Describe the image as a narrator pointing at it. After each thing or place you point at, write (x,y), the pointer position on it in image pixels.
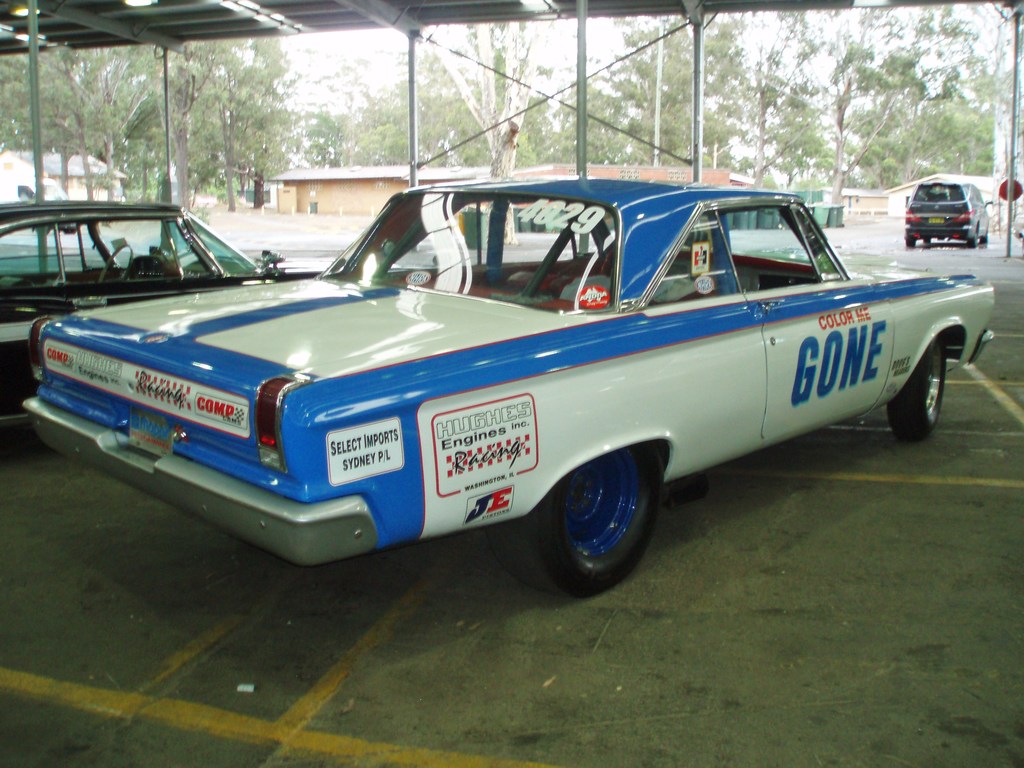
In this image there are cars (415,286) under the shed (468,7). On top of the image (228,2) there are lights (149,0). In the background of the image (343,183) there are buildings (347,189), trees (665,134) and sky (396,48).
